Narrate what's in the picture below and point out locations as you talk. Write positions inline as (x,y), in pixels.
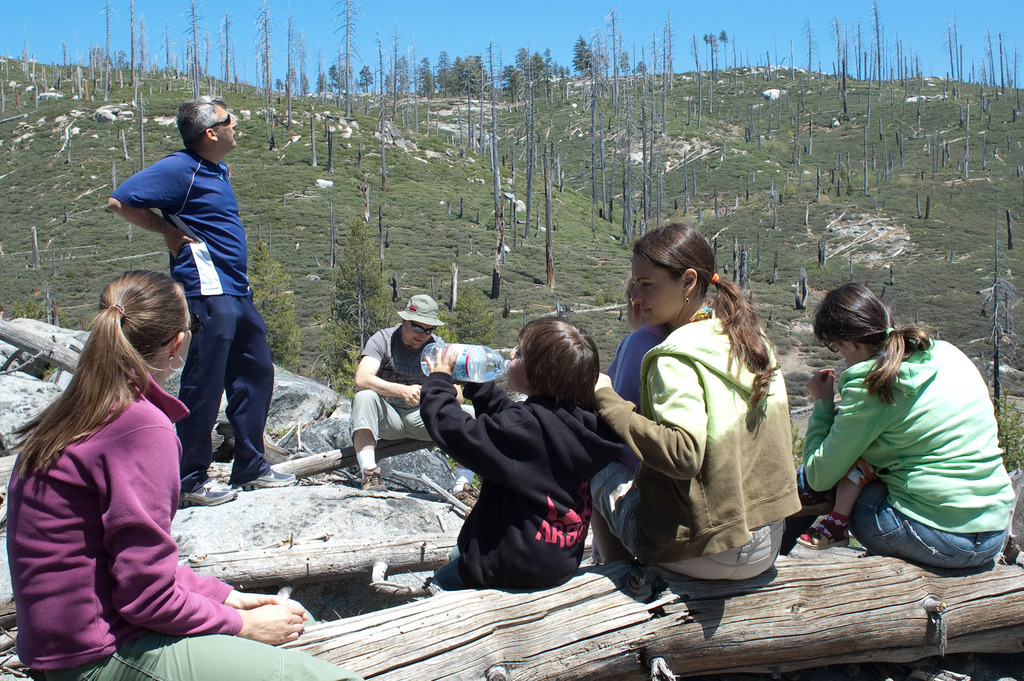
In this image I can see group of people (269,595), some are sitting and some are standing. In front (516,544) the person (525,514) is wearing black color jacket (531,549), background (468,16) I can see few trees (264,74) in green color and the sky (485,30) is in blue color.
